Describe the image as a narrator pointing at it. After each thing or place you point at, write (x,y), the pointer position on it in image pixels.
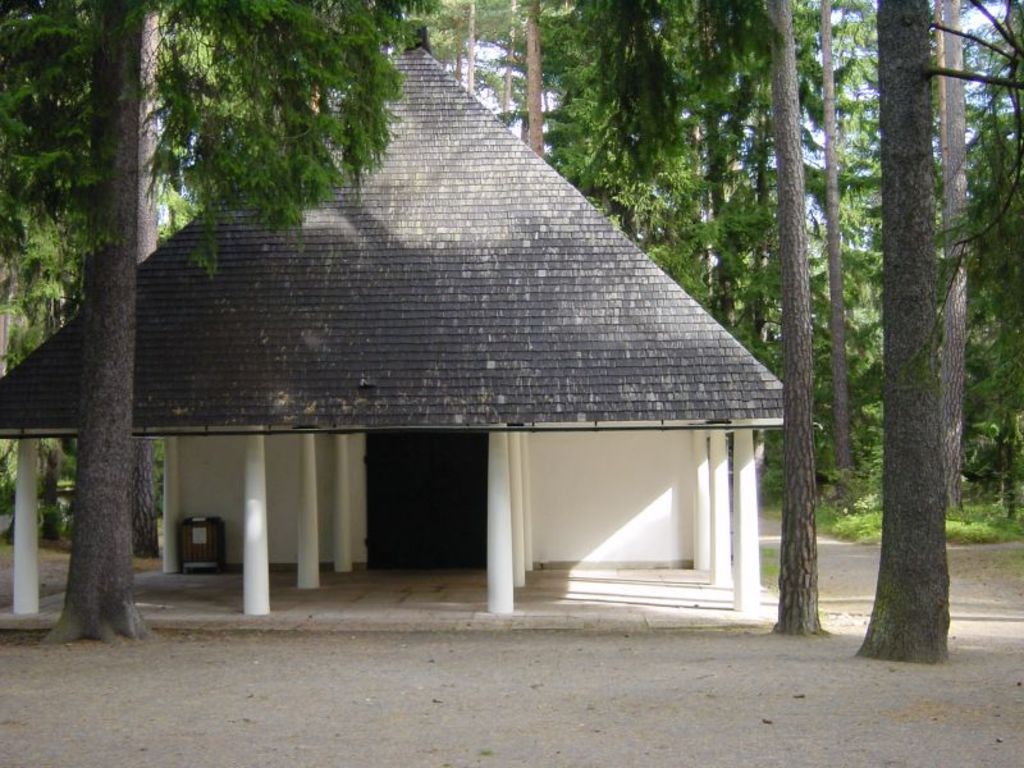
In the picture I can see pillars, a house (391,582) and many trees (84,473).
